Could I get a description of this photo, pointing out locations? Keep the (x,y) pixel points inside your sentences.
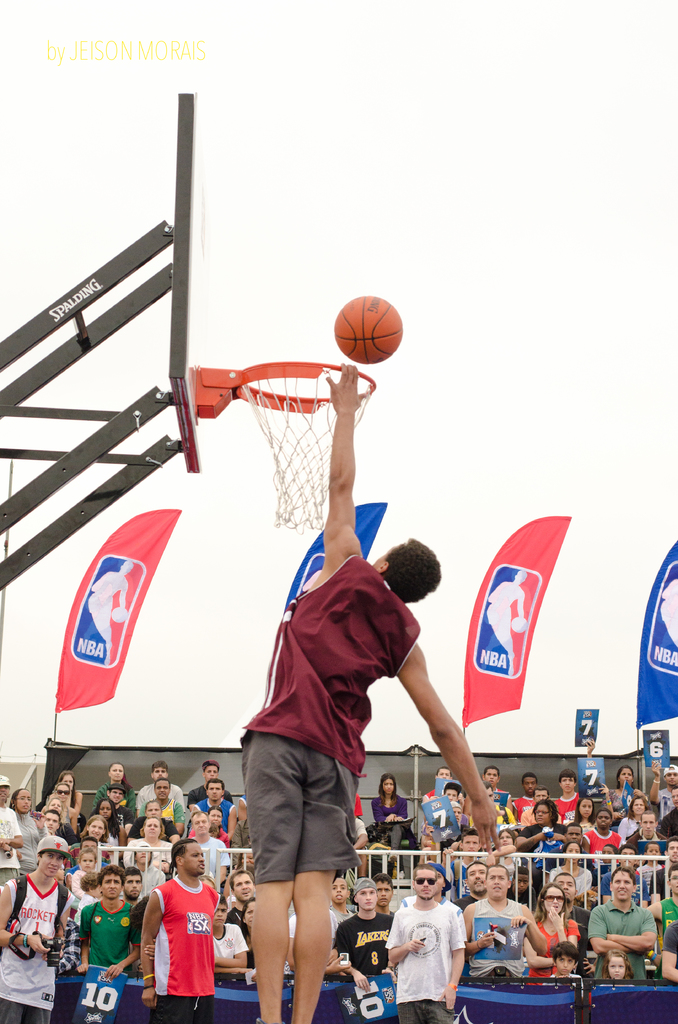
In this picture I can see there is a person (370,599) playing basketball, there are audience (98,889) in the backdrop (344,952), there are a few banners (659,577) and the sky (561,628) is clear.
